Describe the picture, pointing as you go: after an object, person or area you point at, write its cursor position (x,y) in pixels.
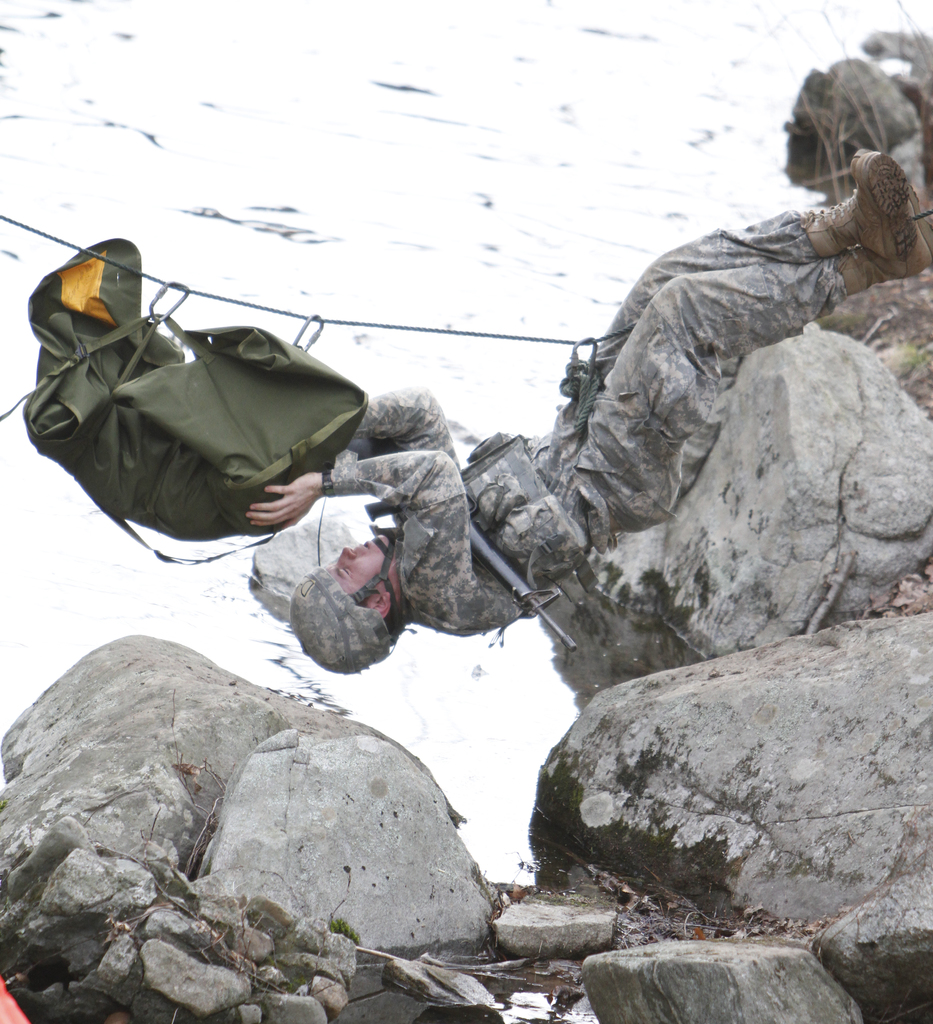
In the foreground of this image (433,894), at the bottom (505,894), there are rocks (584,927) and in the middle (568,502), there is a man (507,531) hanging to a rope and touching a bag (239,408) which is hanging to a rope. in the background (372,309), there is water (457,205).
